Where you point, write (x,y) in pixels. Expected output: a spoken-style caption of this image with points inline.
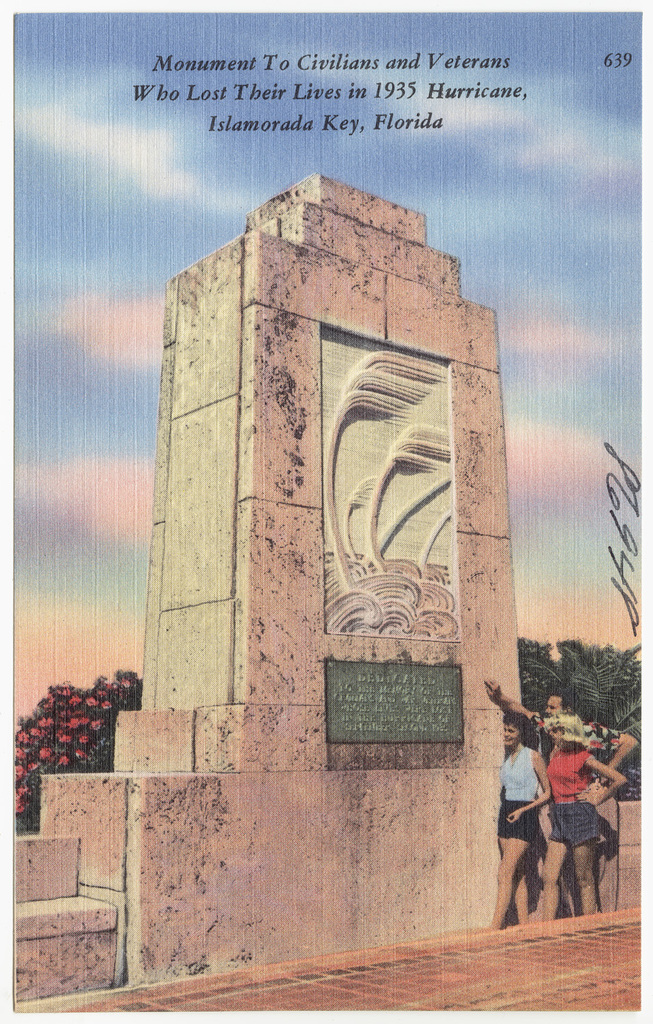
In the center of the image (333,635) there is a concrete structure (314,548) with some text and design (357,501) engraved on it. Beside the structure (362,826) there are three people (516,786). In front of the image there is a pavement (477,968). In the background of the image (595,654) there are trees (597,673), flowers (81,738). At the top of the image (102,210) there is sky (98,216). There is some text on the image.
